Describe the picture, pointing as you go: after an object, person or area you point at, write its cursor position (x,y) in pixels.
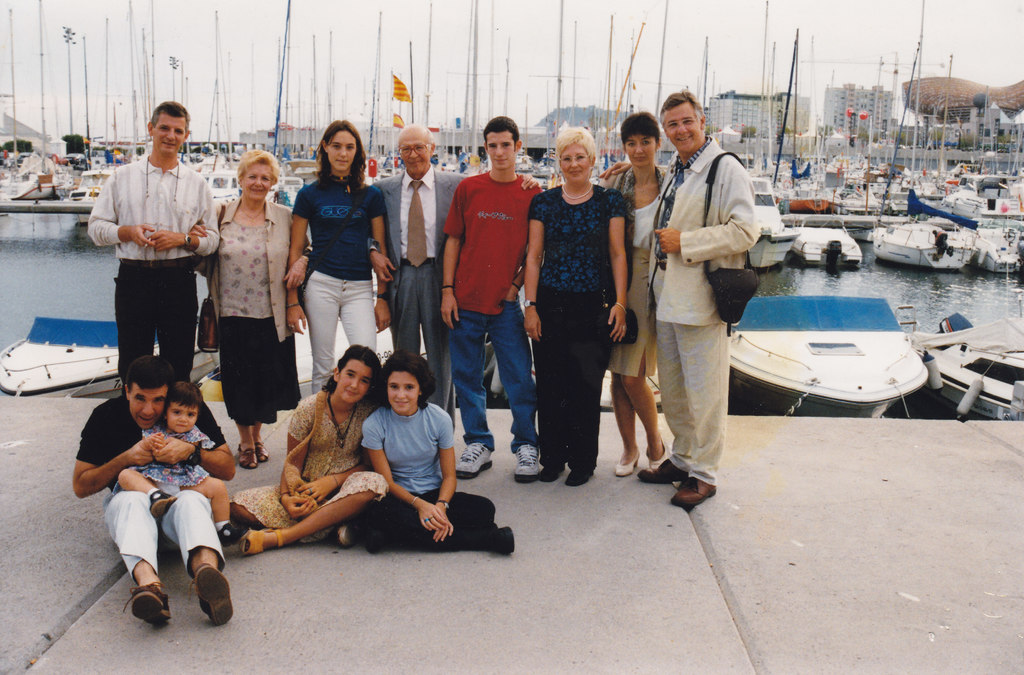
In this picture there are group of people (705,236) standing and there are group of people (413,356) sitting. At the back (32,331) there are boats (1015,235) on the water (993,295) and there are buildings (1011,103), trees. At the top (313,15) there is sky (262,11). At the bottom (611,612) there is pavement (60,413).
